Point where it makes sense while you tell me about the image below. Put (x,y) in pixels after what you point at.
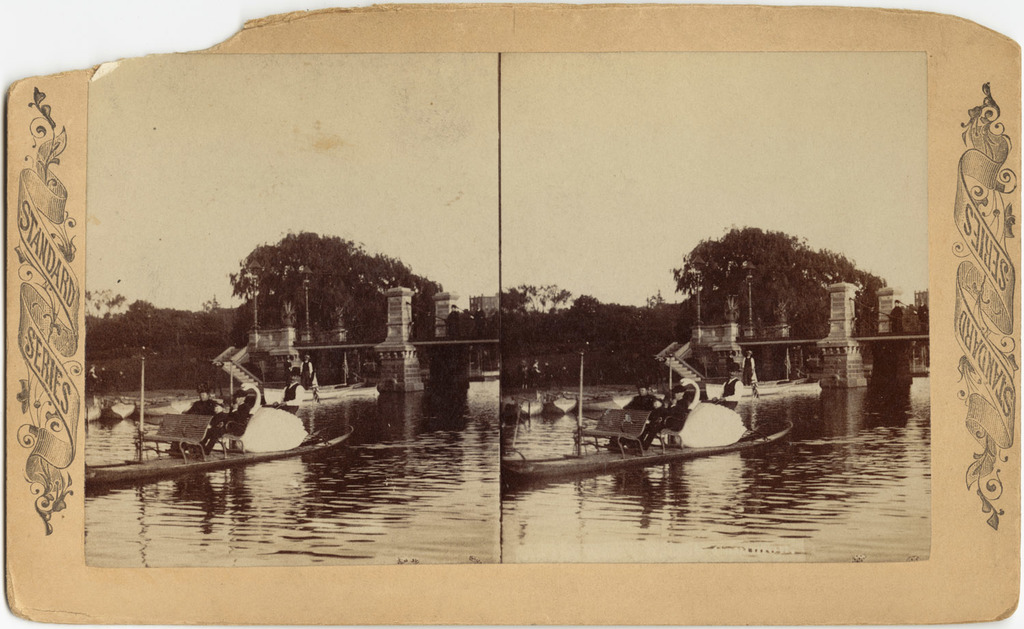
In this image I can see a black and white picture (201,259) on the white colored surface (78,14). In the picture I can see few persons (215,438) sitting on a boat (183,469) which is on the surface of the water (313,485). In the background (344,307) I can see few trees (295,298), few buildings (488,301) and the sky (372,186).
